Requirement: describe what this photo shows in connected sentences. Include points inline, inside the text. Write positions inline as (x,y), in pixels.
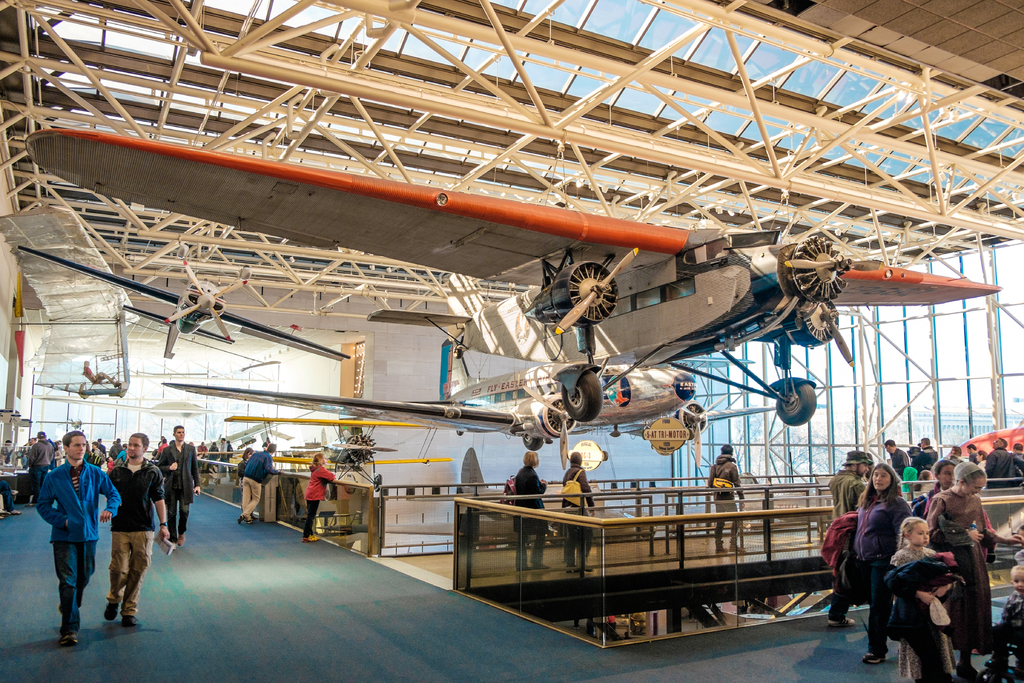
In this image I can see the floor (232,625), the glass railing (619,563), few persons (1014,613) are standing on the floor (197,499) and few aircrafts (618,369) are hanged in the air. To the top of the image (794,137) I can see the ceiling (637,108) and number of metal rods (571,124). I can see the glass windows (925,342) through which I can see few trees (890,419), few buildings (991,430) and the sky (922,349).
